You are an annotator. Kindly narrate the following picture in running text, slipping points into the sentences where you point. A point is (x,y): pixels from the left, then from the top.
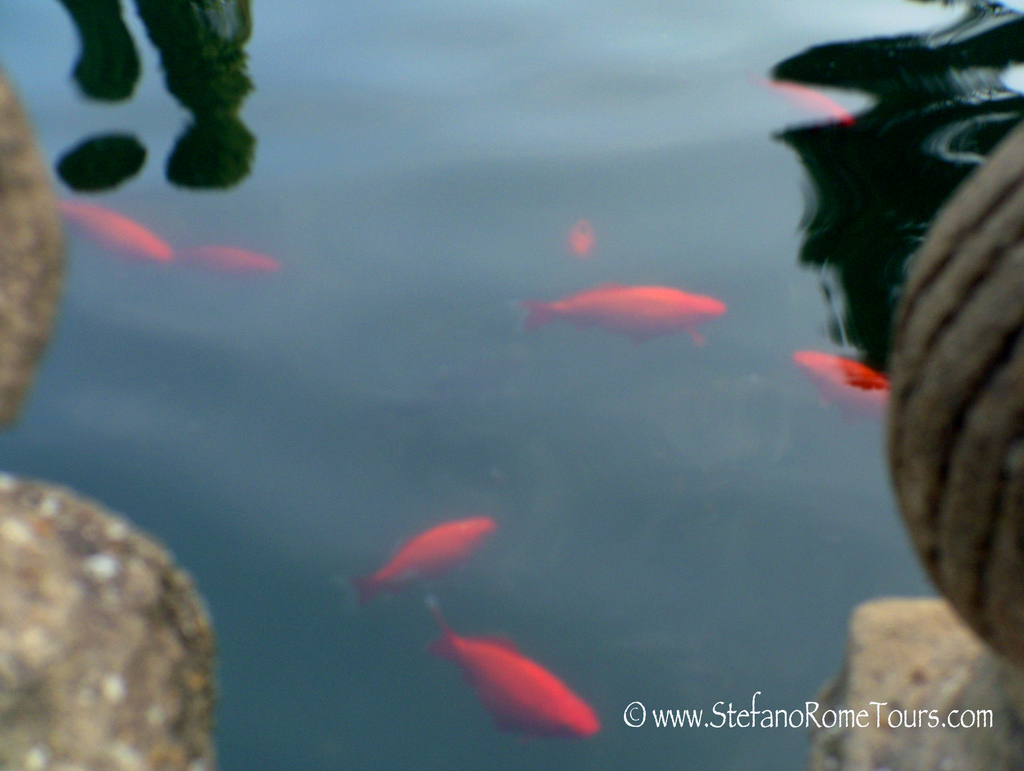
In the center of this picture (651,306) we can see the fishes (521,705) swimming in the water body (543,379) and we can see some other objects (961,378). In the bottom right corner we can see the text (979,713) on the image.
